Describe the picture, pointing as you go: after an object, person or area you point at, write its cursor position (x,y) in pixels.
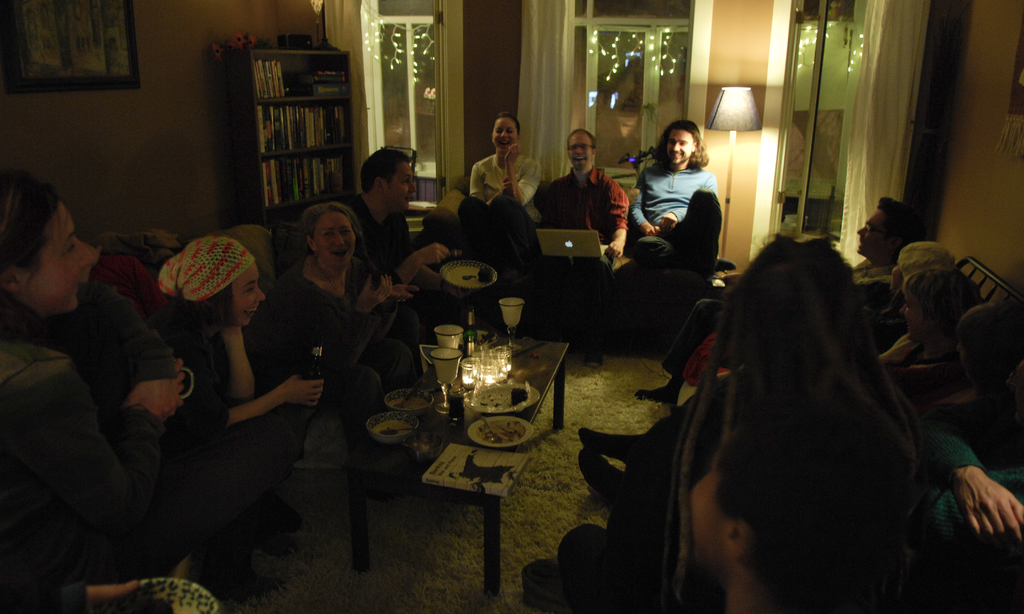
In this picture there are group of people (717,345) those who are sitting around the table (526,357) and there are glass windows (421,31) at the center of the image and there is a book shelf (288,68) at the left side of the image (281,160), there are glasses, plates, and books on the table (535,373), it seems to be a family place.
